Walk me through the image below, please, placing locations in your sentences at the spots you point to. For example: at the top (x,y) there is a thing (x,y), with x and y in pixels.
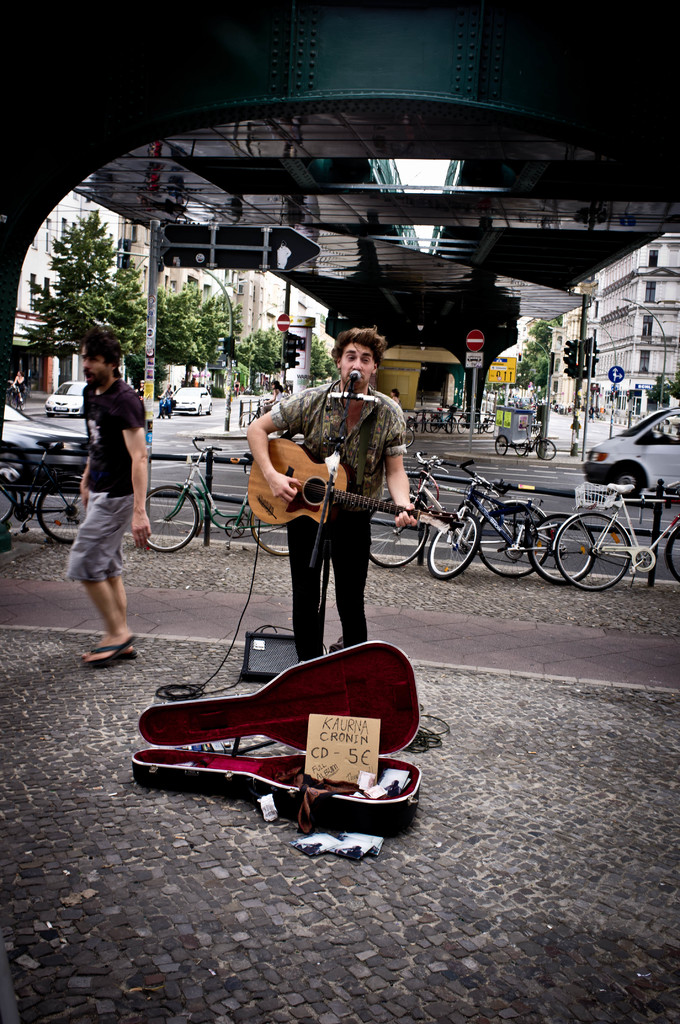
As we can see in the image there are buildings (303,307), traffic signal (290,337), trees (163,309), few people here and there. On road (167,426) there are cars (190,396), sign pole (616,368) and in the front (607,522) there are few bicycles (418,500) and two people (359,488). The man (274,482) who is standing here is holding guitar (382,504) and singing on mic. In front of him there is a guitar box (265,768) and a poster (333,746).
